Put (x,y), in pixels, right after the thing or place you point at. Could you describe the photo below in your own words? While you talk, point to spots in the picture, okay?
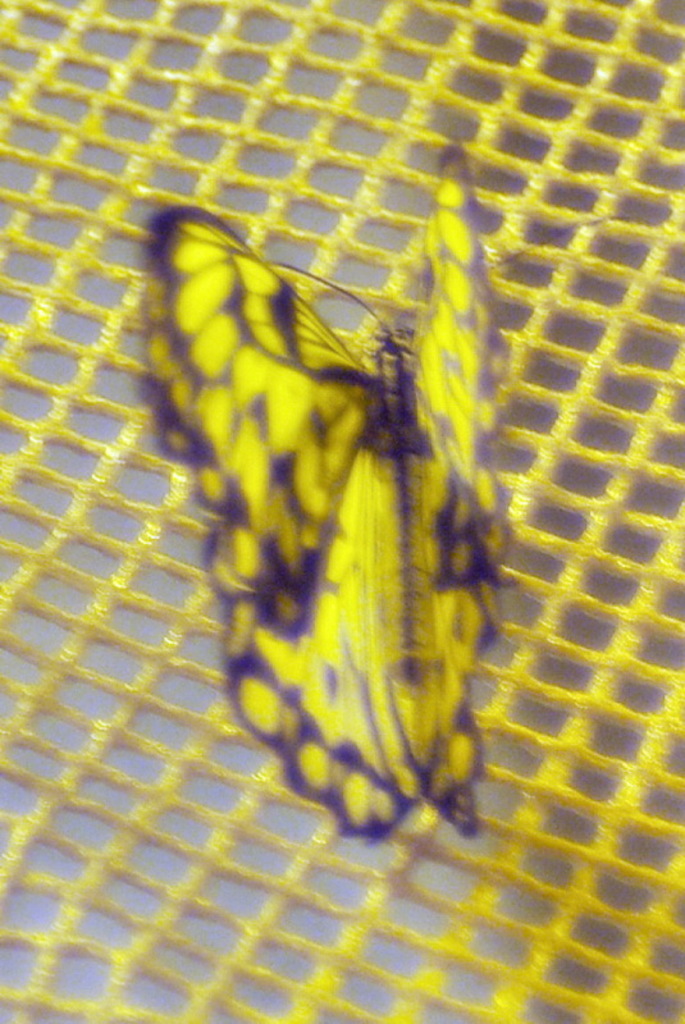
In this image I can see a butterfly (344,534) which is yellow and violet in color on the yellow colored net (154,611) and I can see the cream colored background (98,521).
